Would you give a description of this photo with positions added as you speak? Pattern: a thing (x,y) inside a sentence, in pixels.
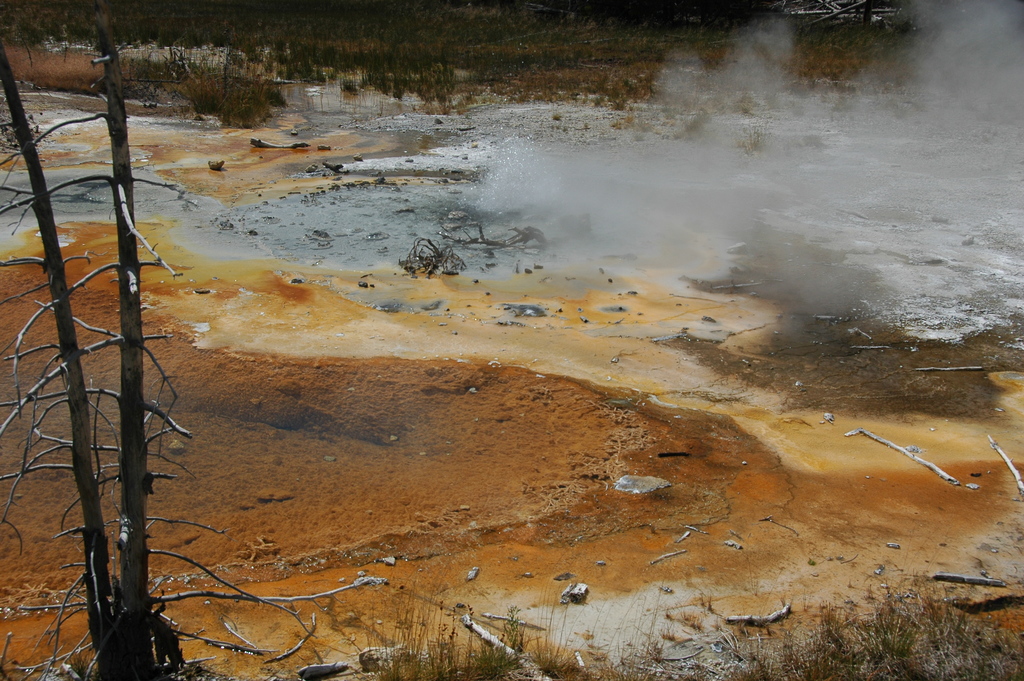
In this picture we can see the hot spring (337,260), trees (86,427) and branches (96,413).
